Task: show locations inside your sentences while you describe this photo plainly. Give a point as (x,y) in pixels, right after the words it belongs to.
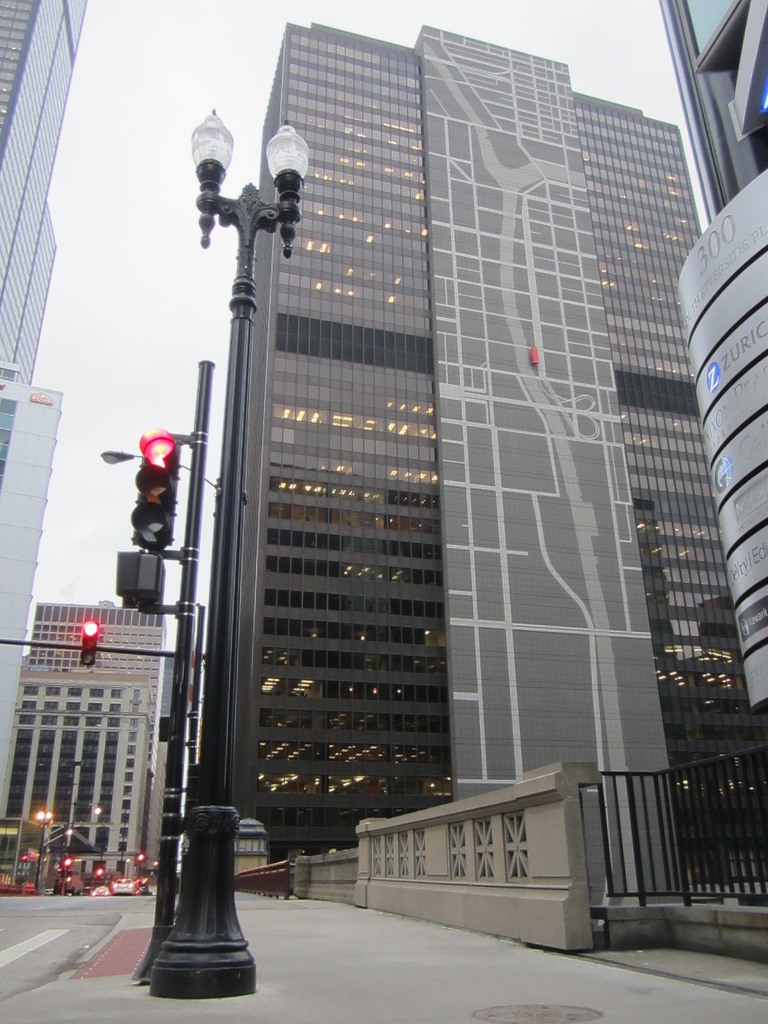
In the picture I can see some poles (124,650), traffic signals (119,583), road (83,913) on which there are some vehicles (125,886) moving and in the background of the image (370,280) there are some buildings (321,315) and cloudy sky (114,59).
